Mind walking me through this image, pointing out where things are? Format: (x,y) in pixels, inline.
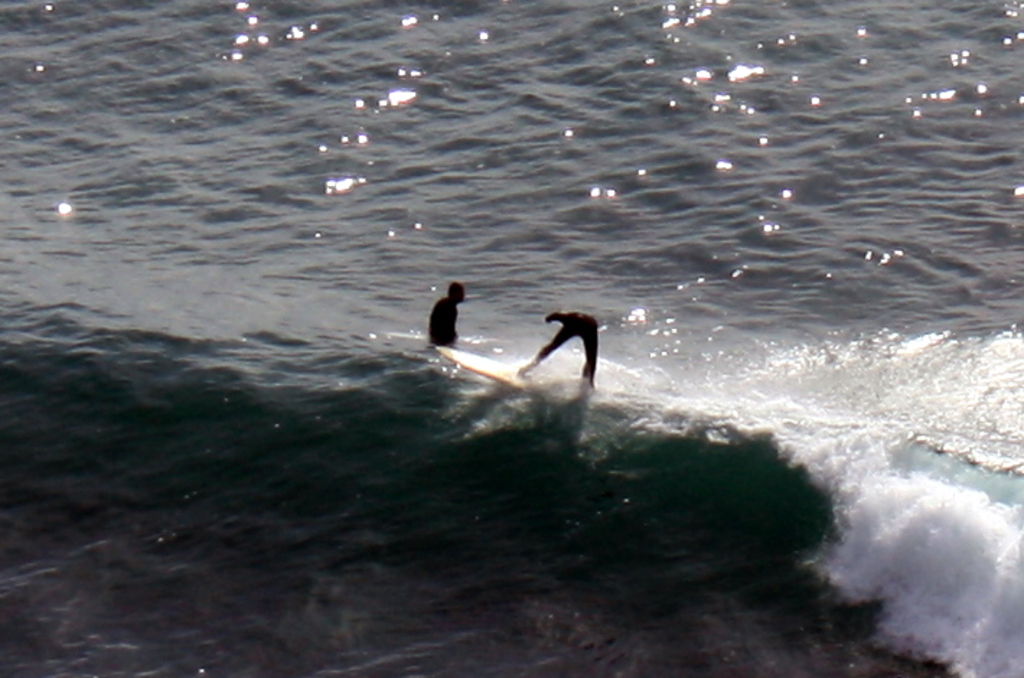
Here in this picture we can see water (381,149) present over a place and in that we can see two persons (436,332) surfing in the water (283,483) with surf boards (487,362) under their legs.
